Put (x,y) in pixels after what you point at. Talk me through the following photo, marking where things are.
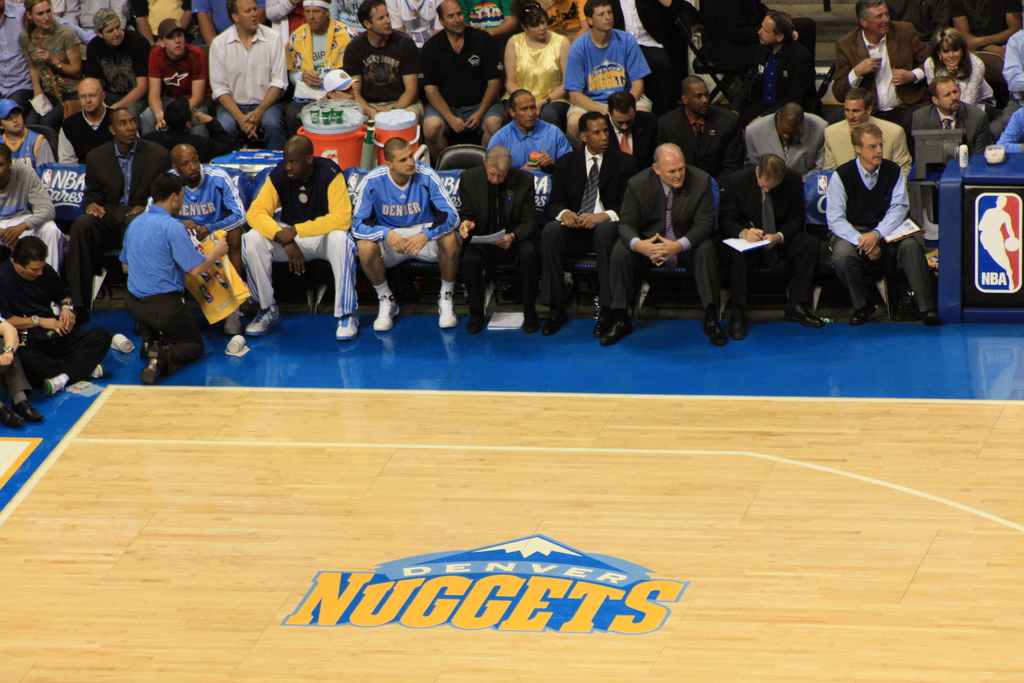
In this picture I can see the basketball court (573,451). At the top (586,22) I can see many people (808,148) were sitting on the chairs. On the right (934,155) I can see some objects (950,152) on the table (967,168).
